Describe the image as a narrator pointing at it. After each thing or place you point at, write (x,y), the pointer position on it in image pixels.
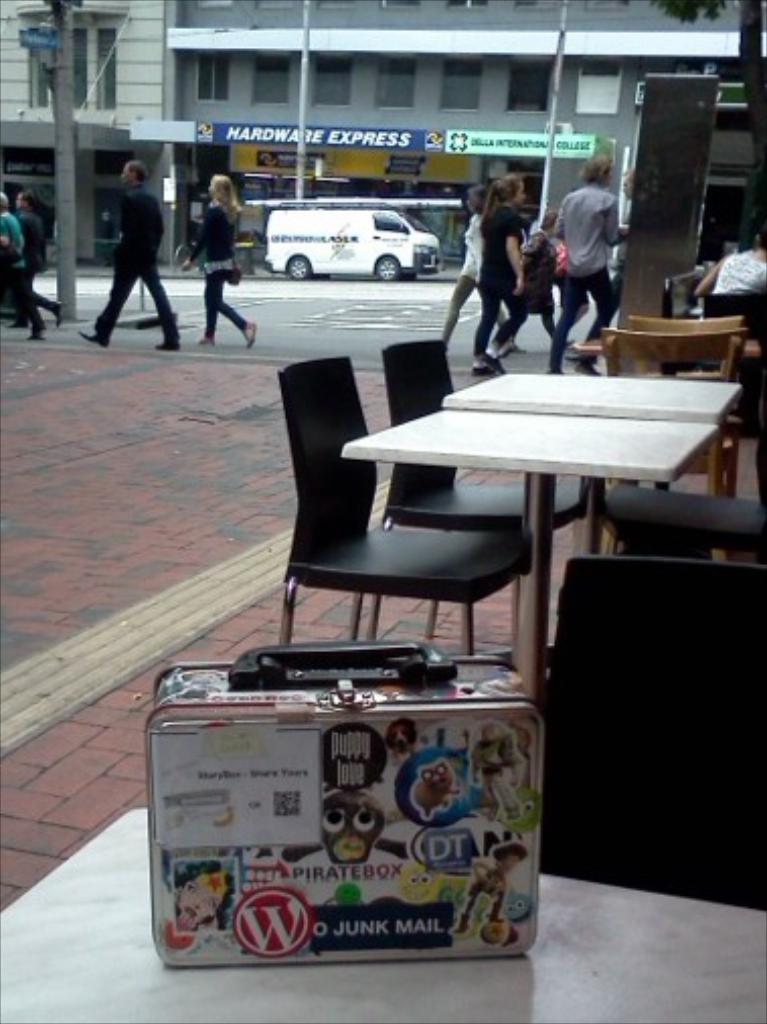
On the right side of the image (517,436) there are tables (485,422) and chairs (494,555) are arranged, in front of the table (514,426) there is a briefcase (357,733) and there is a person (733,291) sitting on the chair (752,297). There are few people (128,273) walking on the road (341,279) and there is a vehicle (310,267). There is a pillar (688,150), poles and buildings (532,76).
